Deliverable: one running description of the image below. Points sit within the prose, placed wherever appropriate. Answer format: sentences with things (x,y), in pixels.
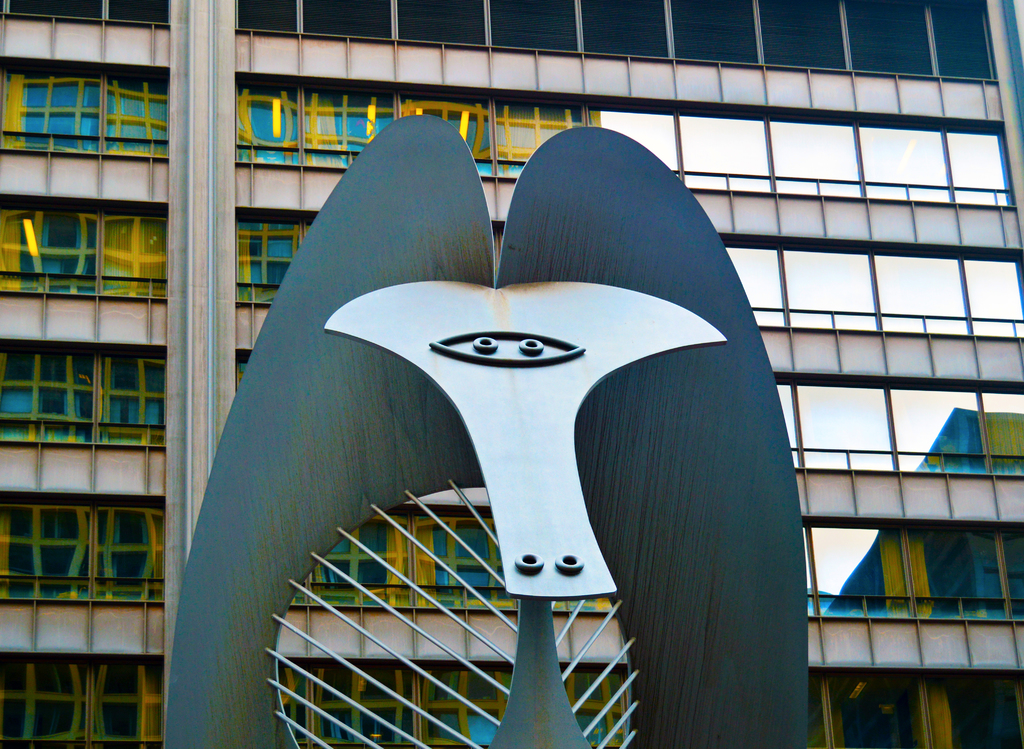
Here in this picture in the front (545,316) we can see an architectural thing (335,328) present over there and behind that we can see a building (188,330), which is fully covered with glass (907,721).
